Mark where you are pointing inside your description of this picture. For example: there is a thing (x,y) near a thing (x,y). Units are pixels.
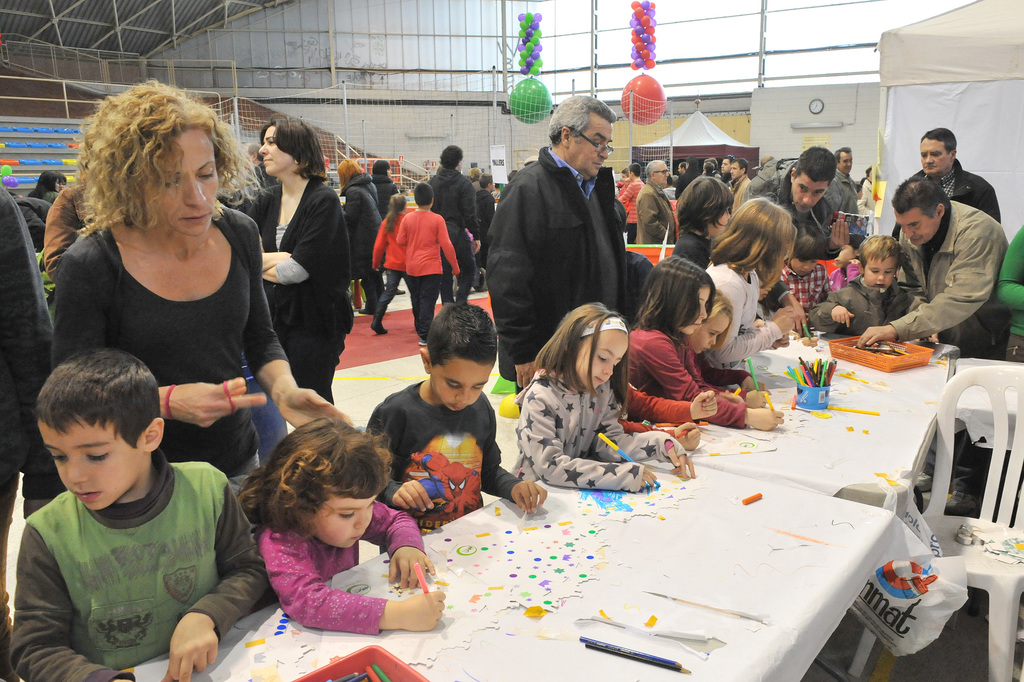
At the bottom of the image (619,616) there is a table (779,434). On the table (707,523) there are papers (503,551), color pencils (822,372) and some other things (805,398). Behind the table (744,639) there are few kids (333,466) standing. Behind them there are many people (94,236) standing. On the right side of the image (980,530) there is a chair (942,537) with few items (1011,557) on it. In the background (698,143) there are poles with net (346,126), tents (684,134) and also there are many other things (811,126).
